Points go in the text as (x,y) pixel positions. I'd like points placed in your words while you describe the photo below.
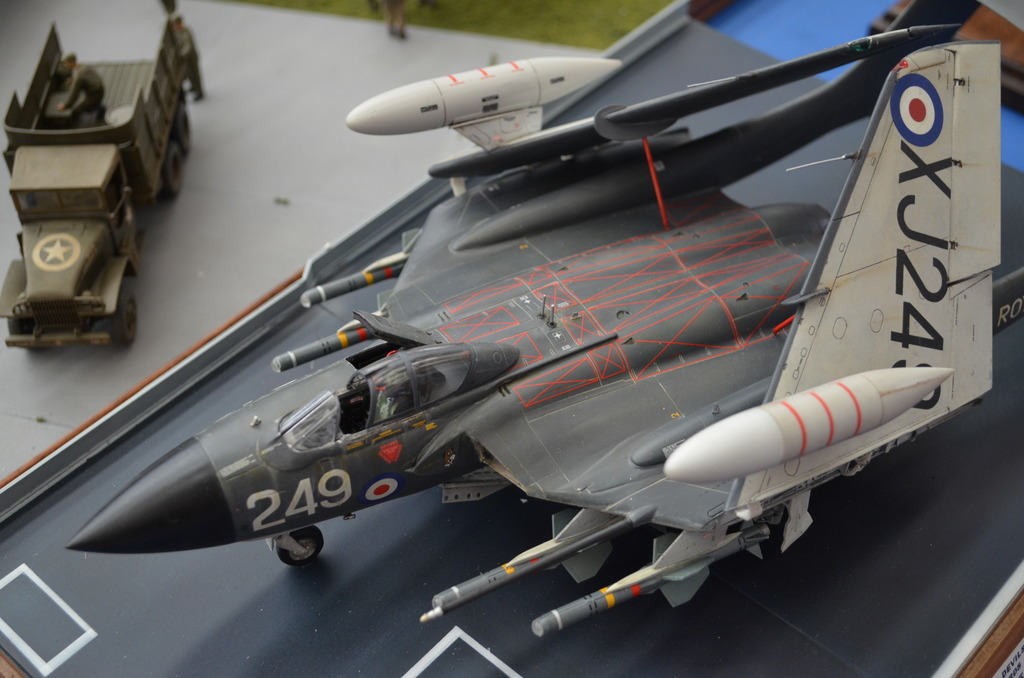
This image shows about the aircraft toy (797,138) placed on the table (227,250). Beside there is a military truck (75,327).
